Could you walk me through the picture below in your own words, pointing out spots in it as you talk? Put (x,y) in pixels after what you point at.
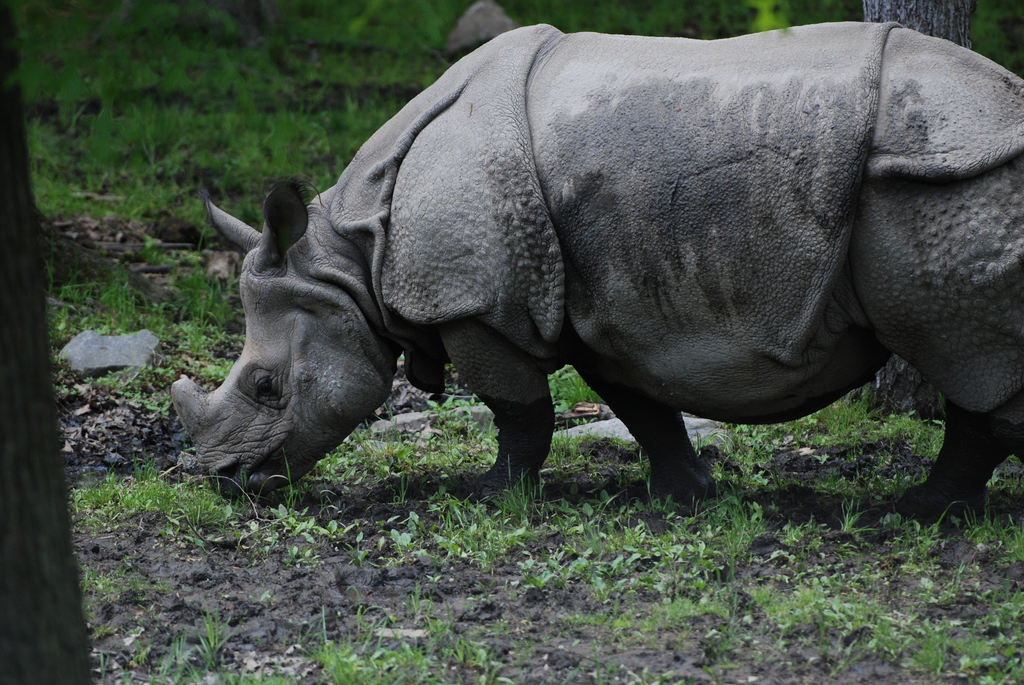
In this picture there is a rhinoceros (258,390), grazing. In the foreground (279,542) there are plants (417,591), grass (818,606) and mud (237,605). The background (242,110) is blurred. In the background (199,136) there are grass (302,49), stone (494,23) and tree (910,7).
